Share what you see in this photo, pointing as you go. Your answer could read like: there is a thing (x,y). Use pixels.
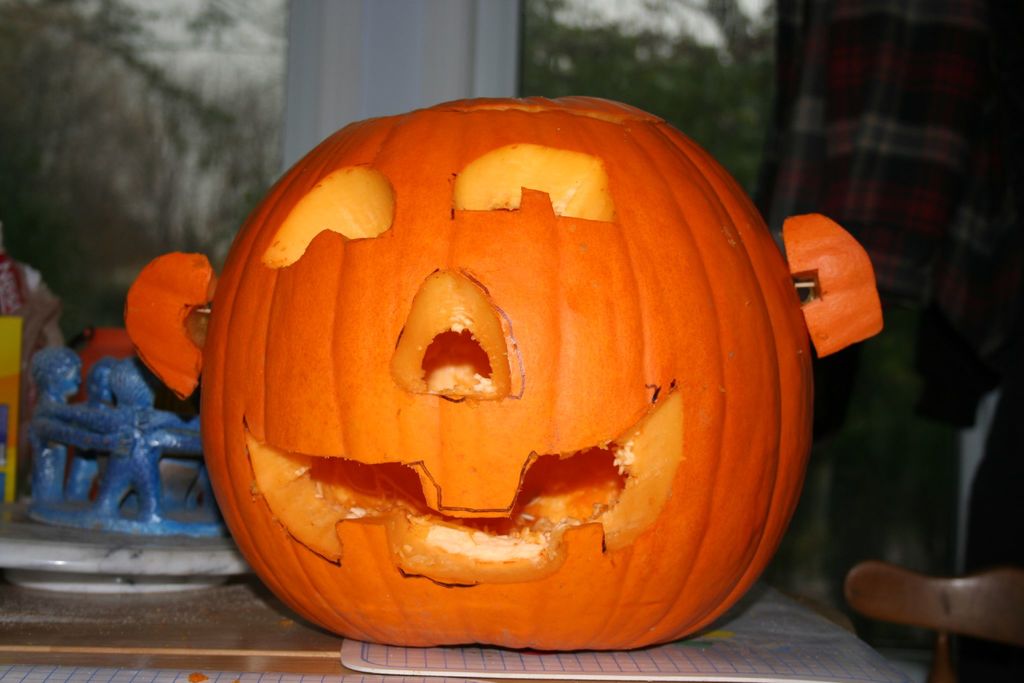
In this picture we can see a pumpkin (476,508) on the table (296,629), on the right side (957,289) there is a cloth (969,294), we can see a blurry background (767,31), we can see mat (774,658) here.
